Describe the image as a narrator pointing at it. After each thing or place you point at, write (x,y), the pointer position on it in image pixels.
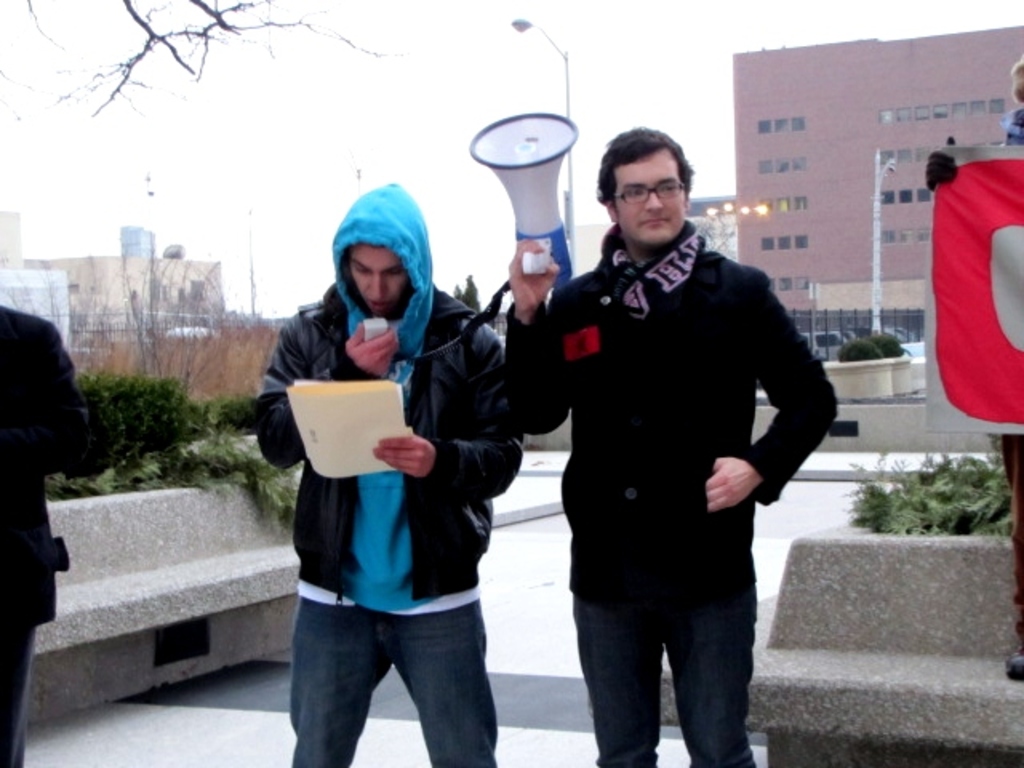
In this picture, we see two men (472,399) are standing. The man (493,369) on the left side (341,545) is holding the papers (378,420) in his hand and he is talking on the megaphone (368,320). Beside him, we see a man (637,333) is holding the megaphone (564,278). He is wearing the spectacles (622,196) and he is smiling. On the right side (966,217), we see a person (949,172) is standing on the bench (968,591) and is holding the banner (946,349) which is in white and red color. On the left side (11,673), we see the person (32,489) is standing. Beside him, we see a cement bench (153,537). Behind that, we see the shrubs (152,404) and trees (184,362). There are trees (148,324), buildings (177,291), street lights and a fence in the background (842,335). We even see the lights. At the top (369,45), we see the sky (466,89).
